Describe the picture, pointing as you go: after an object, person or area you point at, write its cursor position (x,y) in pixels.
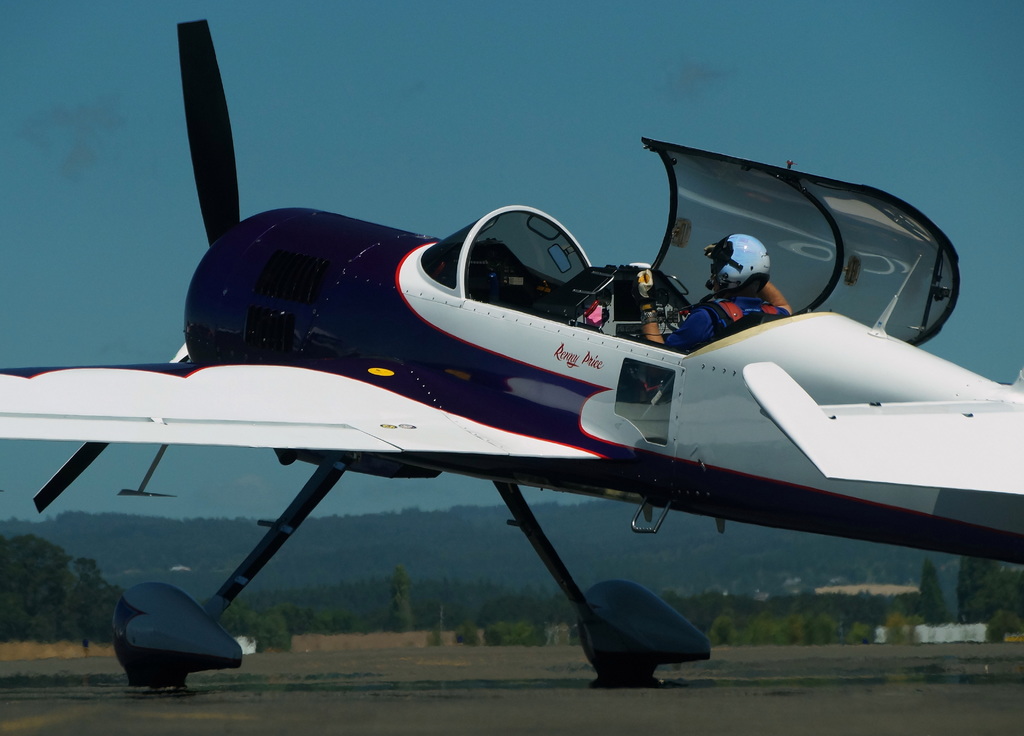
In the image there is a flight (517,356) and a person (696,309) is riding the flight (541,271), the window (863,227) is open and in the background (299,527) there are a lot of trees (653,538).
